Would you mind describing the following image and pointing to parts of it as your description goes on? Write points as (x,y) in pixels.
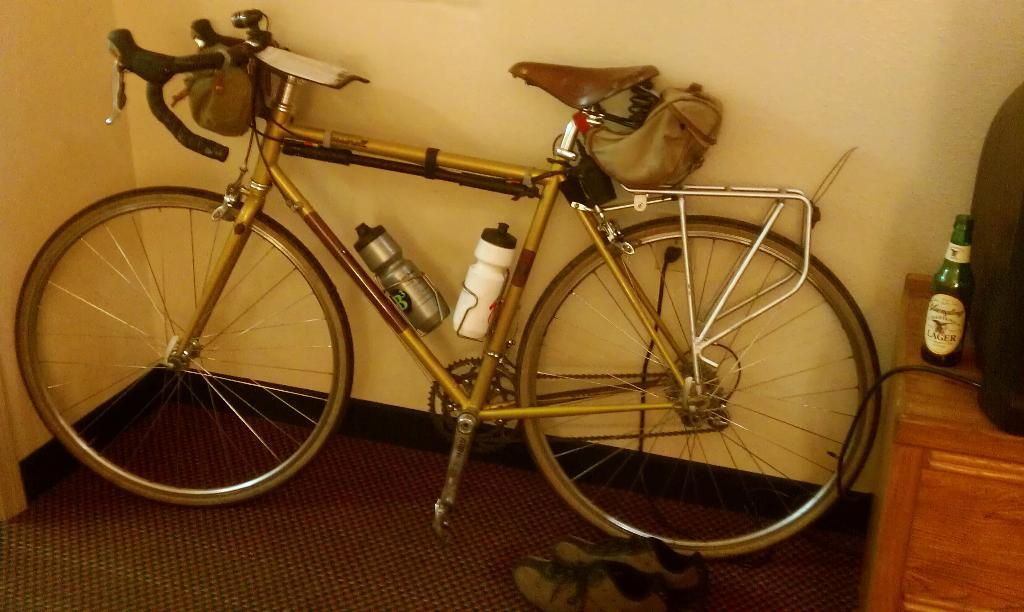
In this picture there is a bicycle (569,70) near to the wall (512,83). On the right (1023,189) there is a bottle (959,360) and speaker (994,311) on the table (978,437). On the bottom (661,585) we can see shoes (595,581) on the floor (424,573).
